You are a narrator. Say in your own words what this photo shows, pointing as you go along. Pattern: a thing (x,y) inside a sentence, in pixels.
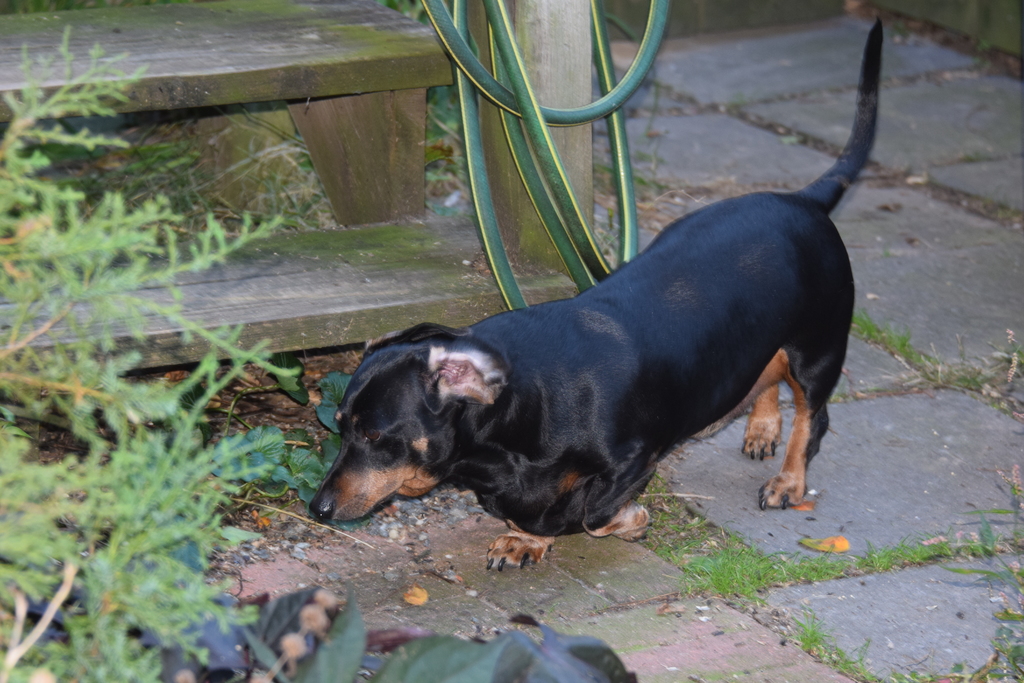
In this image I can see a dog (708,343) on the ground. On the left side (67,238) there are few plants (96,384). In the background (248,104) there is a wooden plank (216,38) and a pipe (522,129).
